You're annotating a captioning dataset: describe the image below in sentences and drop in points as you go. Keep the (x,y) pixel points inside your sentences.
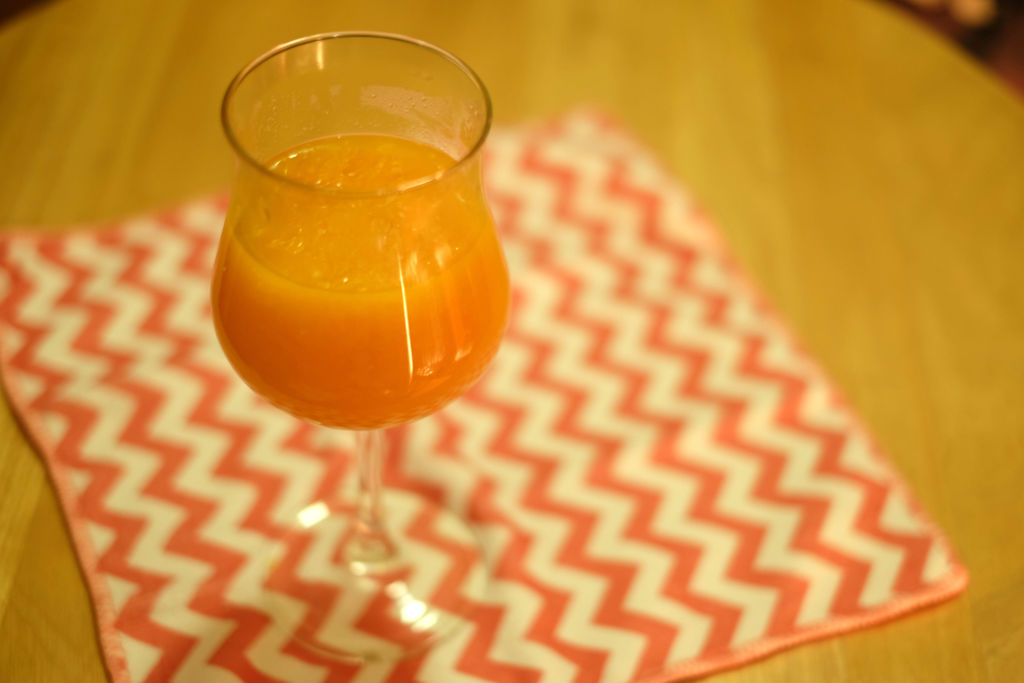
In this image at the bottom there is a table (511,94), on the table (59,28) there is a cloth (465,527) and a glass (354,296) and in the glass (402,55) there is drink (354,258).
